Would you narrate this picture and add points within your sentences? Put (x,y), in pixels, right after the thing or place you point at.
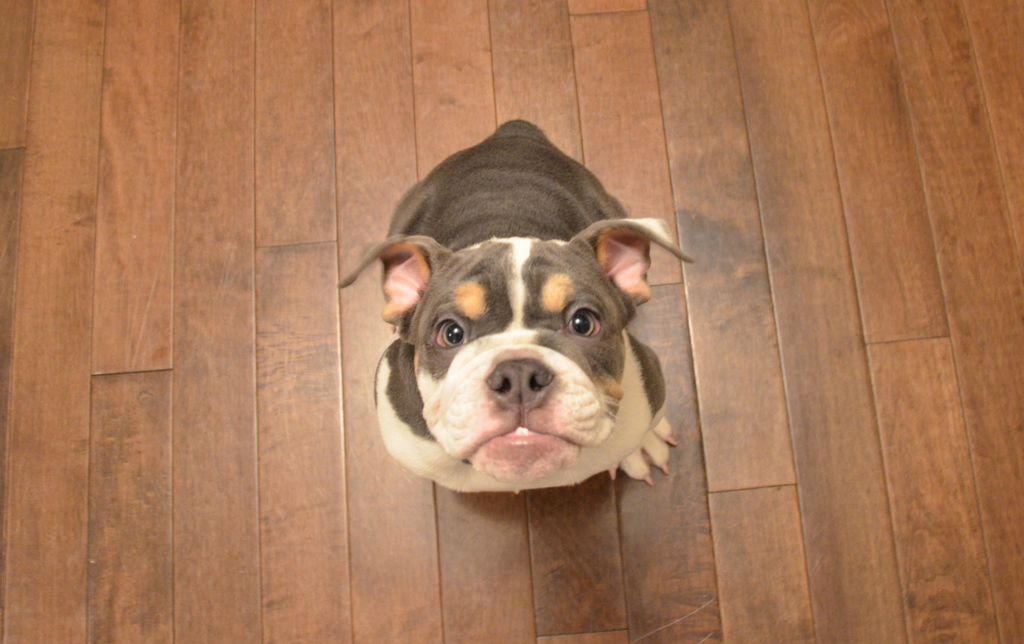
In the center of the image (468,356) we can see a bulldog (498,303). In the background of the image (326,533) we can see the floor (321,489).
